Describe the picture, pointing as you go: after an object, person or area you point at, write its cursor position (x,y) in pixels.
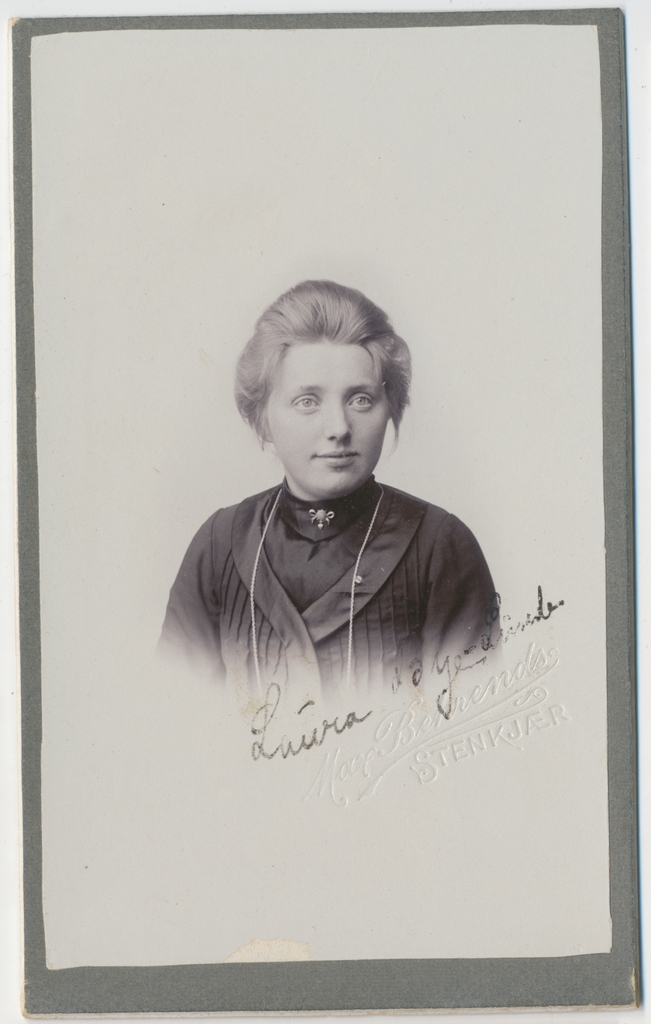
In this picture I can see the photo (335,438) of a woman (303,449) and I see something is written on the photo (432,690).
